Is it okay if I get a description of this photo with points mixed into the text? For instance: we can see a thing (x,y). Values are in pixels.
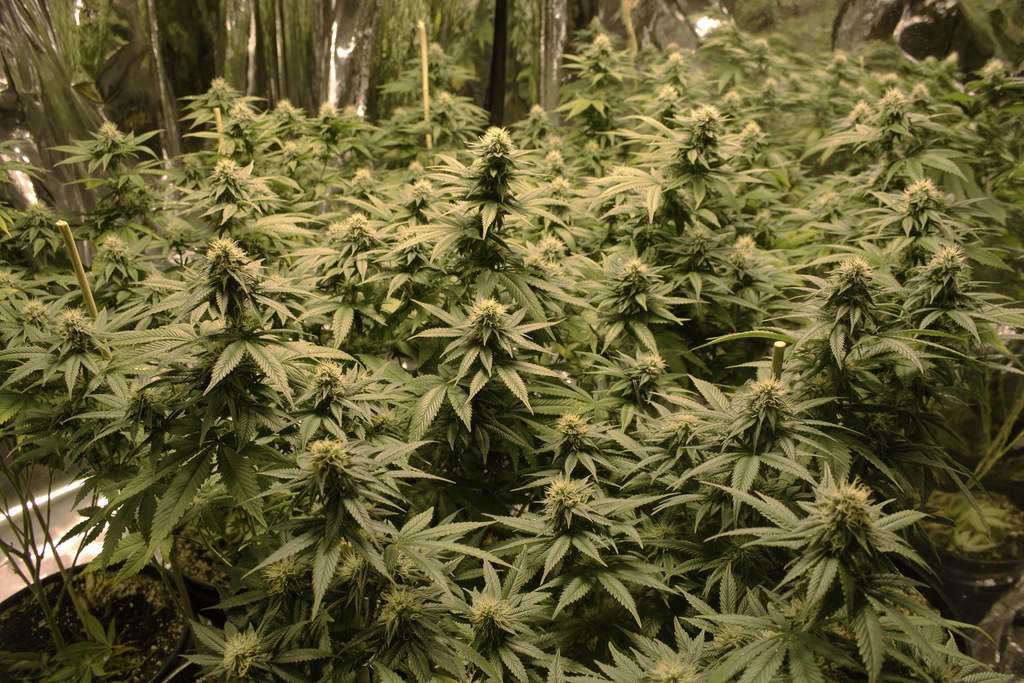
Here in this picture we can see plants (337,261) present all over there.
